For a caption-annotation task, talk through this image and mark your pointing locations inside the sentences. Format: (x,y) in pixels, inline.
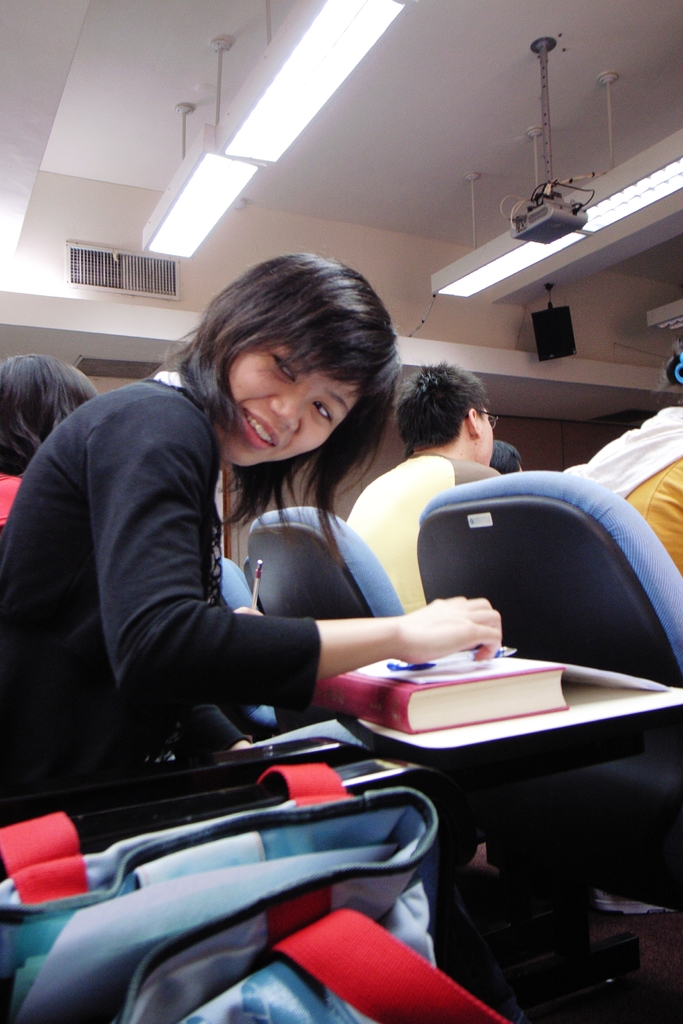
In this image I can see few people (37,558) sitting on the chairs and wearing the different color dresses (156,525). In-front of one person (201,753) I can see the book (433,723) and pen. To the side of the person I can see the bag (215,916). In the background (490,239) I can see the lights (193,249), sound box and the projector (551,233).
